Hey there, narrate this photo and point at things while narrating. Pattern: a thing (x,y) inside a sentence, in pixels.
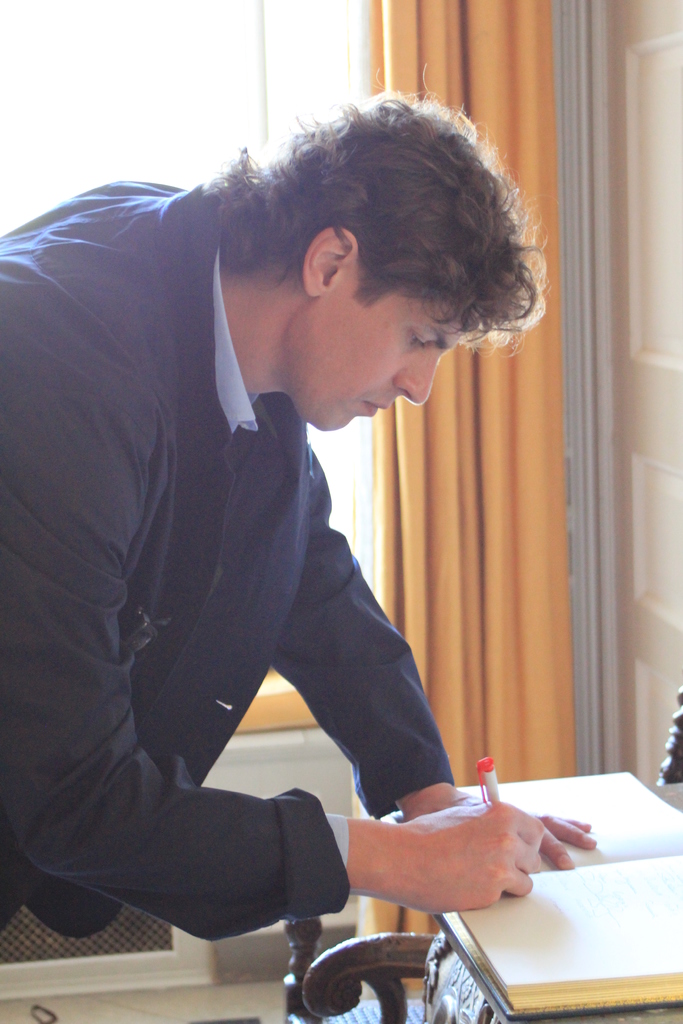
In the picture I can see person (33,547) writing in the book (601,842), which is placed on the table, side we can see window (257,44) along with curtain (492,99).
